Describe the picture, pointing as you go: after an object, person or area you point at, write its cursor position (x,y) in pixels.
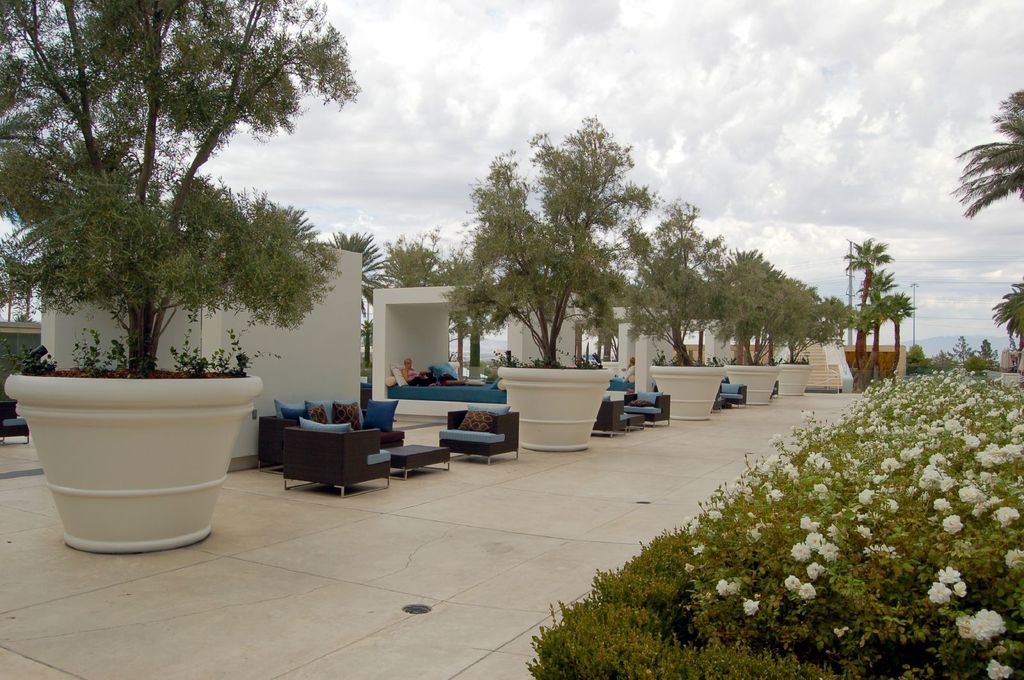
This is open space area (263,476), there are sofas (351,478), pillows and table (414,460) to sit and talk. And there is a big flower pot (151,464) in it there is a tree (142,219). The sky (864,146) is cloudy. On the right (707,615) there are plants (889,572) with flowers (932,587). There is a bed (424,396) here and a person (415,380) is sitting on it.
